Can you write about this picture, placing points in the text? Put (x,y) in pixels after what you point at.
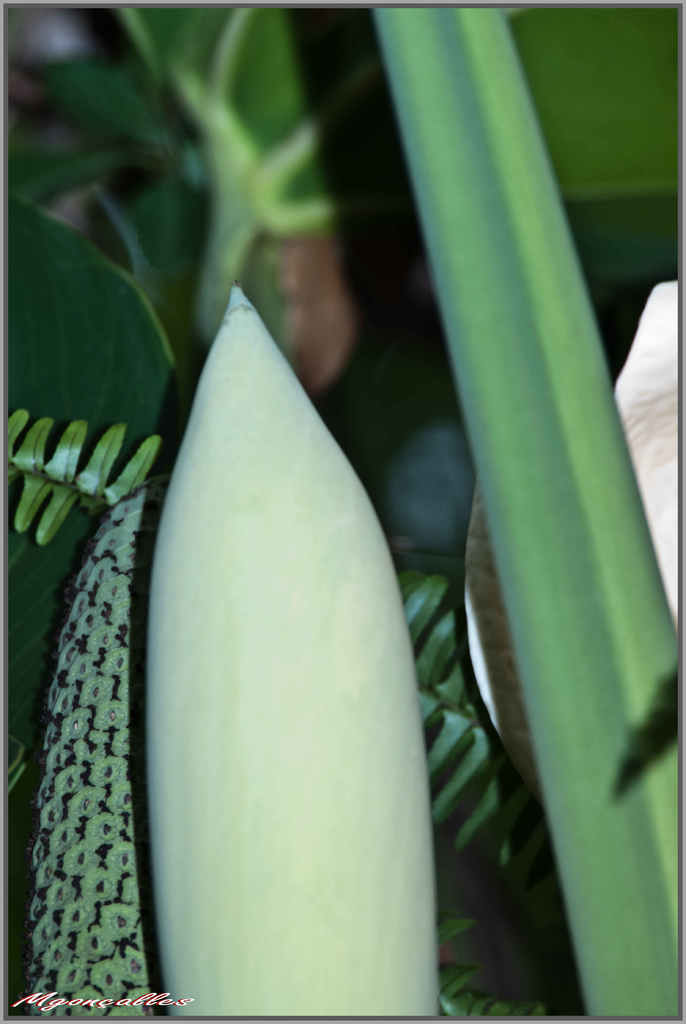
This picture looks like a plant (311,403) and a fruit (239,804) and I can see text (43,1003) at the bottom left corner of the picture (111,996).
